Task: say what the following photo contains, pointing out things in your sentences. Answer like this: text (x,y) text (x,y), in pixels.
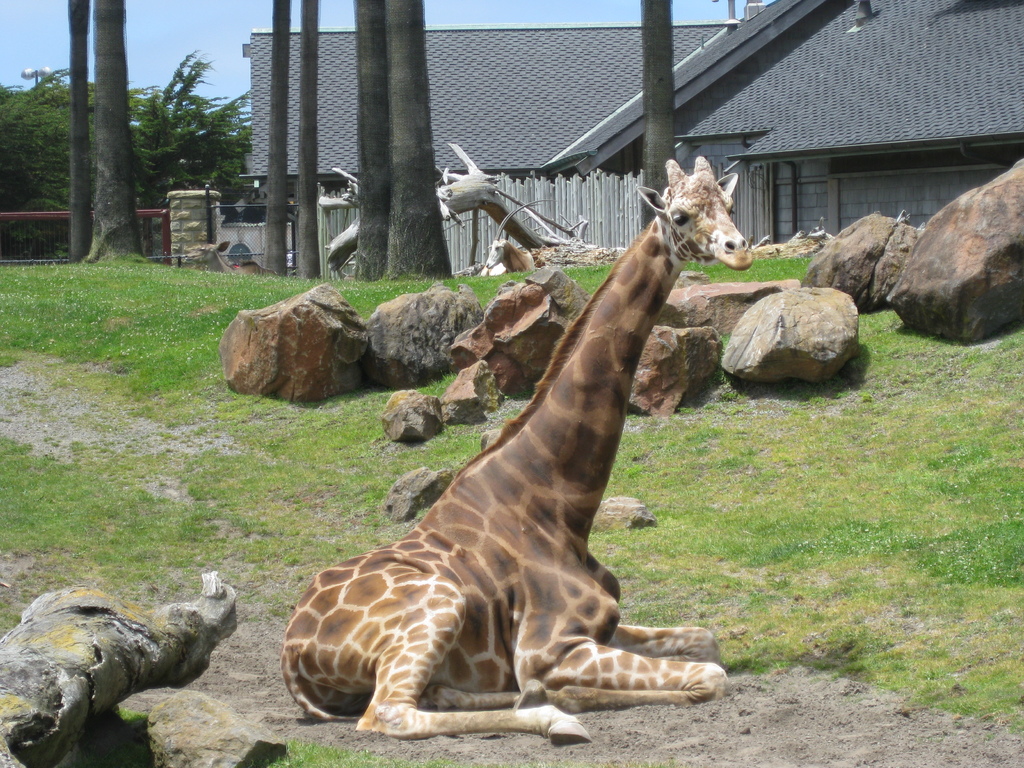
This image is taken outdoors. At the bottom of the image (908,519) there is a ground (776,654) with grass (40,540) on it. On the left side of the image (173,600) there is a bark (176,655). In the middle of the image (498,327) there is a giraffe (480,588) and many rocks (929,228) on the ground (384,282). In the background (881,156) there is a house (526,166), a fencing (567,214), a bark (442,206), railing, a few trees (372,222) and an animal (519,262). At the top of the image (228,24) there is a sky (218,16).
